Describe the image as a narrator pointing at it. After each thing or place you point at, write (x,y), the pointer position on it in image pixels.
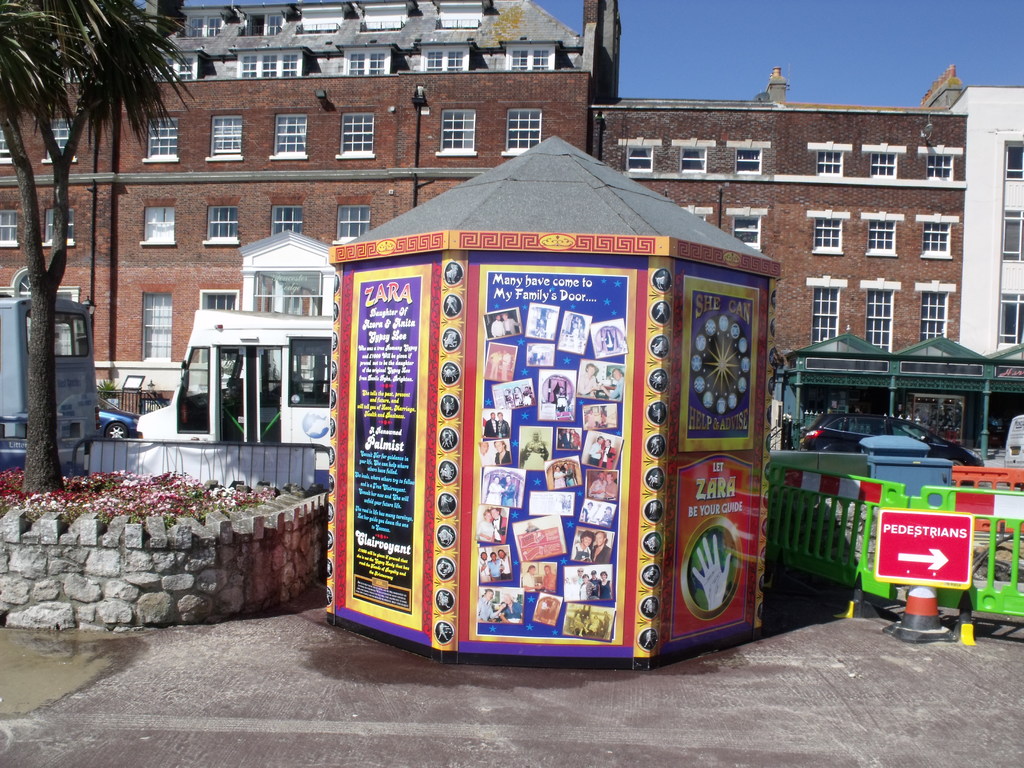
In the middle of the picture (627,442), we see a hut (511,321) and many posters (527,401) are pasted on it. Beside that, we see a traffic stopper (911,608) and a board (884,563) in red color with some text (909,533) written on it. Behind that, we see a green color railing (848,489). On the left side (132,546), we see a wall (126,582) which is made up of stones (255,579), plants (163,503) with red and white flowers (164,513), a tree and a railing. Behind that, we see vehicles (288,395) are moving on the road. There are buildings (795,231) and sheds (1023,385) in the background (900,376). At the top (795,85), we see the sky (724,52) and at the bottom (378,691), we see the road (515,701).
